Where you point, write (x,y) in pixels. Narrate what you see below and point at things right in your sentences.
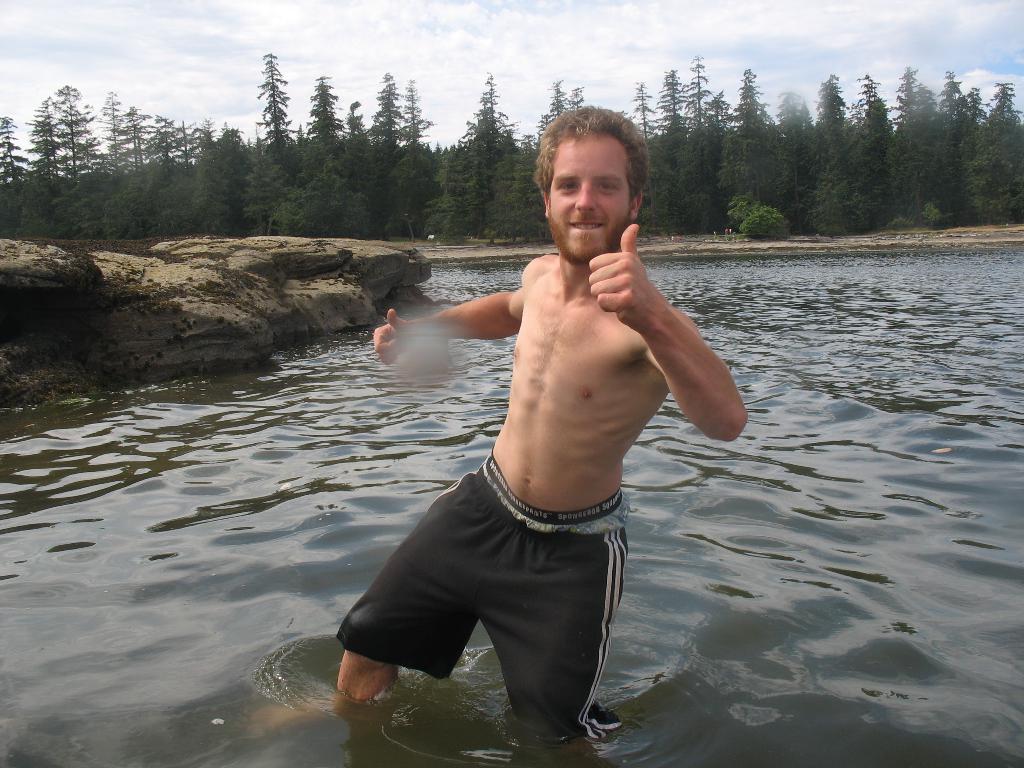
In this image I can see the person (498,452) standing in the water (475,659). The person (492,621) is wearing the white and black color pant (517,594). To the left (167,291) I can see the rock (300,254). In the background (376,218) I can see many trees (376,218), clouds (136,78) and the sky (354,100).
